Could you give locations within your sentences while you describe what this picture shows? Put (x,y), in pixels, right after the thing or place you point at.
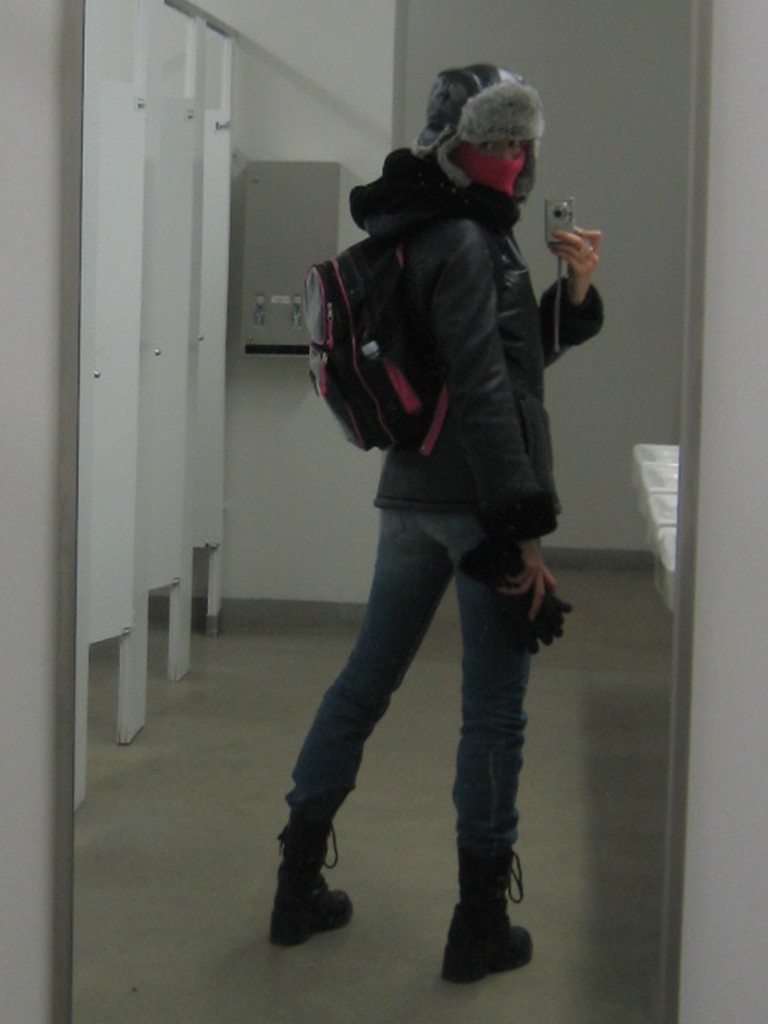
The image is inside the room (524,320), In the image there is a person (510,289) wearing a backpack (399,301) and standing in one hand (583,268) we can see a camera (572,222) on other hand (537,597) there is a person (534,608) holding gloves (539,618). On left side (176,399) there are some doors (92,303) in background (251,553) there is a wall (675,169) which is in white color.
